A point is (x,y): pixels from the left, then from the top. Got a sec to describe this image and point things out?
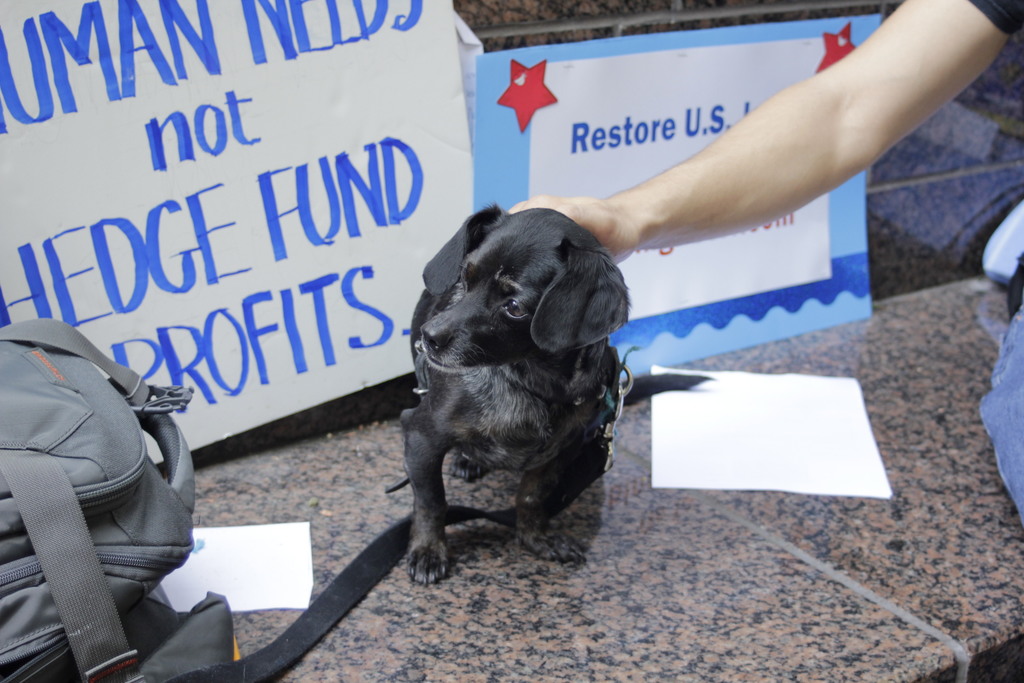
In this image, we can see a black dog (513,392) is sitting on the surface (600,633). Here there is a belt (318,627), papers (817,485), backpack (90,549). On the right side of the image (973,8), we can see a human hand (970,38). Background (537,13) we can see posters (524,150) and tile wall (625,20).
